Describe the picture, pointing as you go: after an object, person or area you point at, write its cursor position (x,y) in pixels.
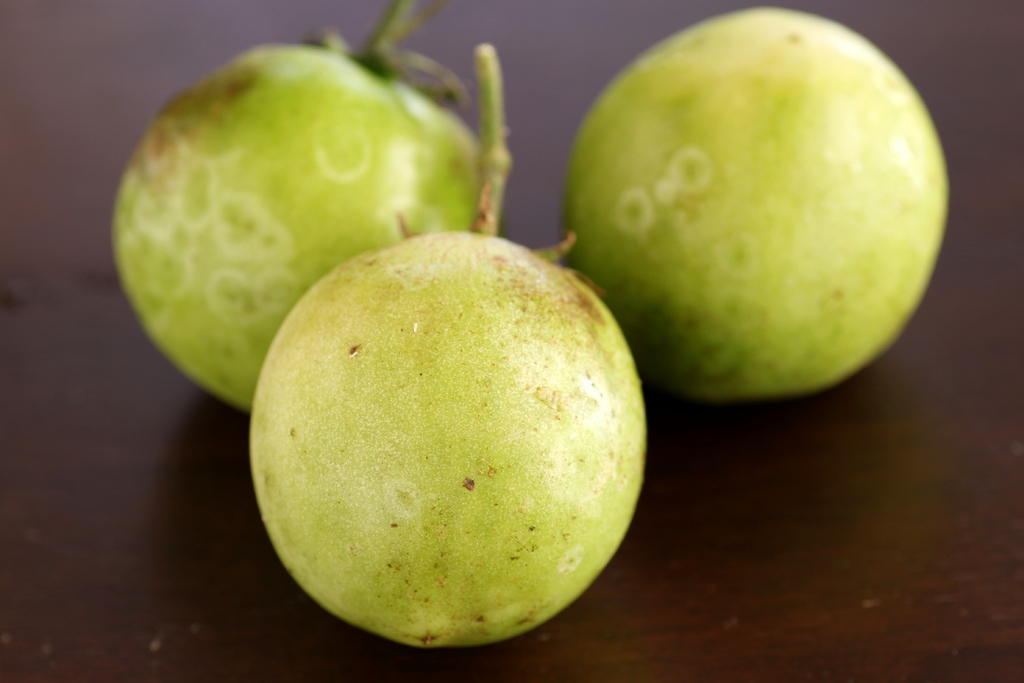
In this image there are three fruits (564,332) on the wooden surface (763,521), the wooden surface (199,485) looks like a table (747,608).
